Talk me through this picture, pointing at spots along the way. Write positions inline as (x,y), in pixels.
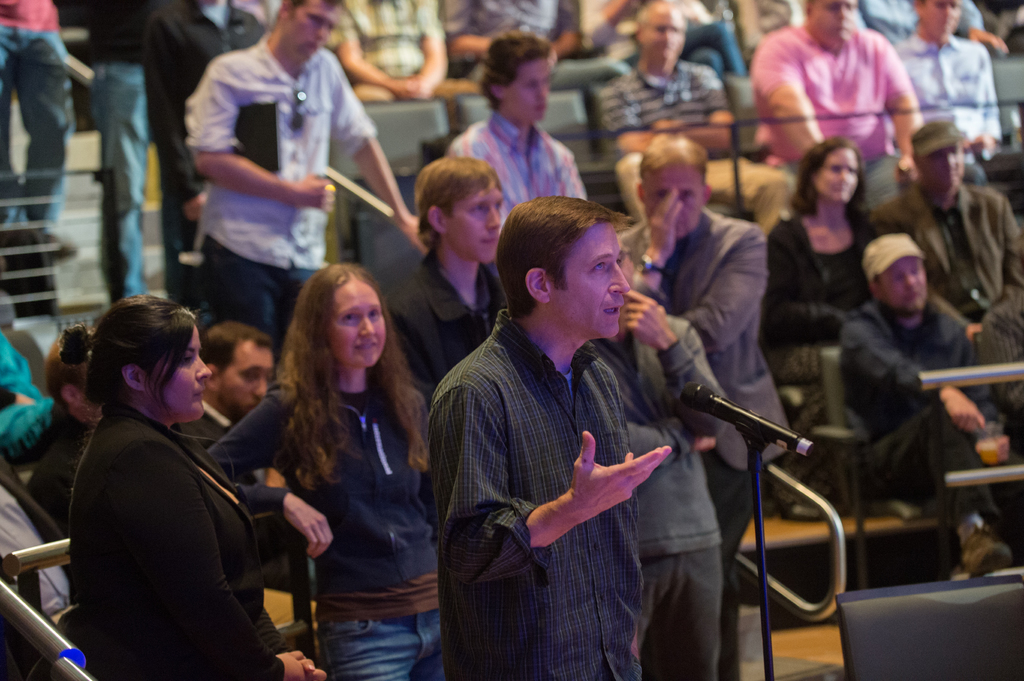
In this image we can see some people (470,350) standing on the stairs (162,287) and some are sitting on the chairs (367,225). Of them one is speaking to the mic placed in front (753,467) on the floor (787,648).
